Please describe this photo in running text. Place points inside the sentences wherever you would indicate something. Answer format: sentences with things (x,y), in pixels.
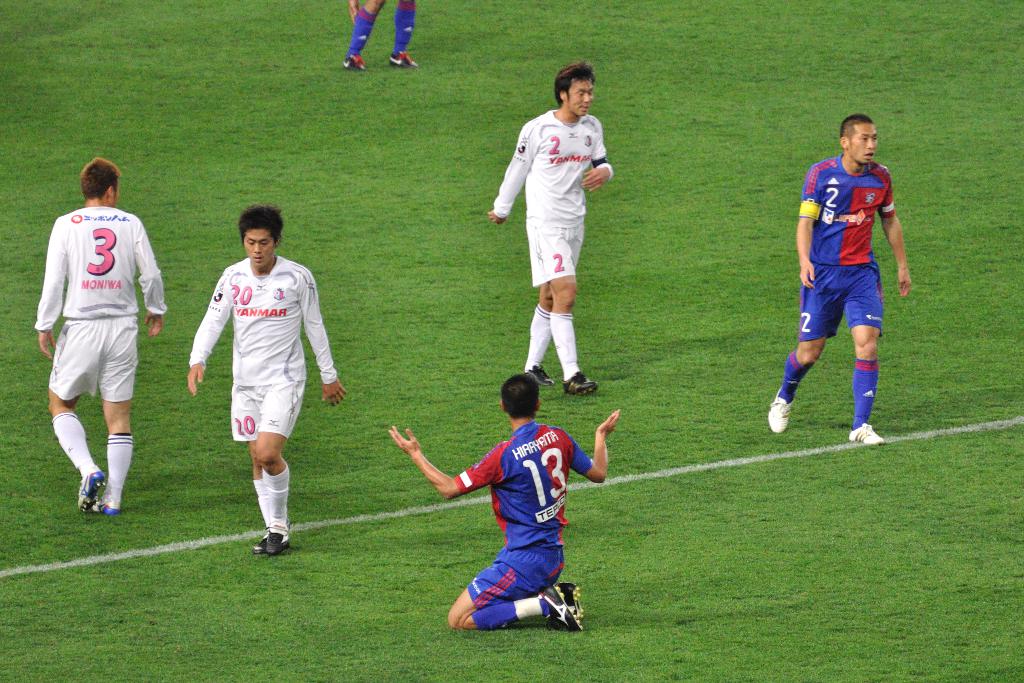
In this image we can see players (538,311) on the ground (448,435).
